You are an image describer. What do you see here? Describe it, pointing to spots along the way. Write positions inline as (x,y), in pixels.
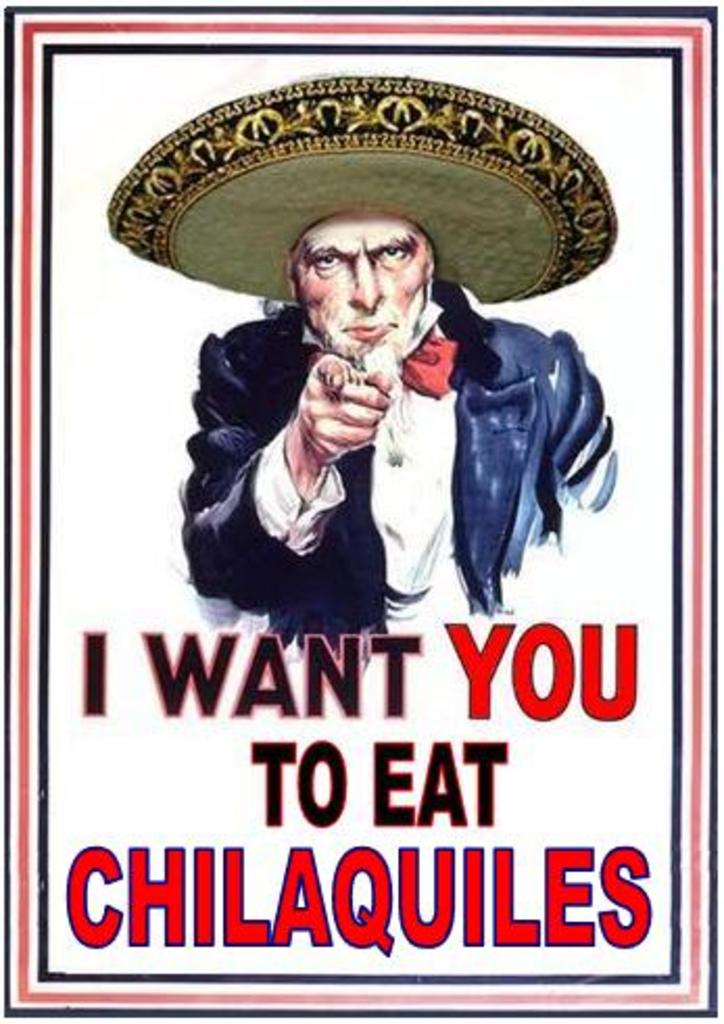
In the center of this picture (424,433) there is a man (483,444) wearing a hat (399,195) and we can see the text (102,676) on the image and the borders (26,878).
